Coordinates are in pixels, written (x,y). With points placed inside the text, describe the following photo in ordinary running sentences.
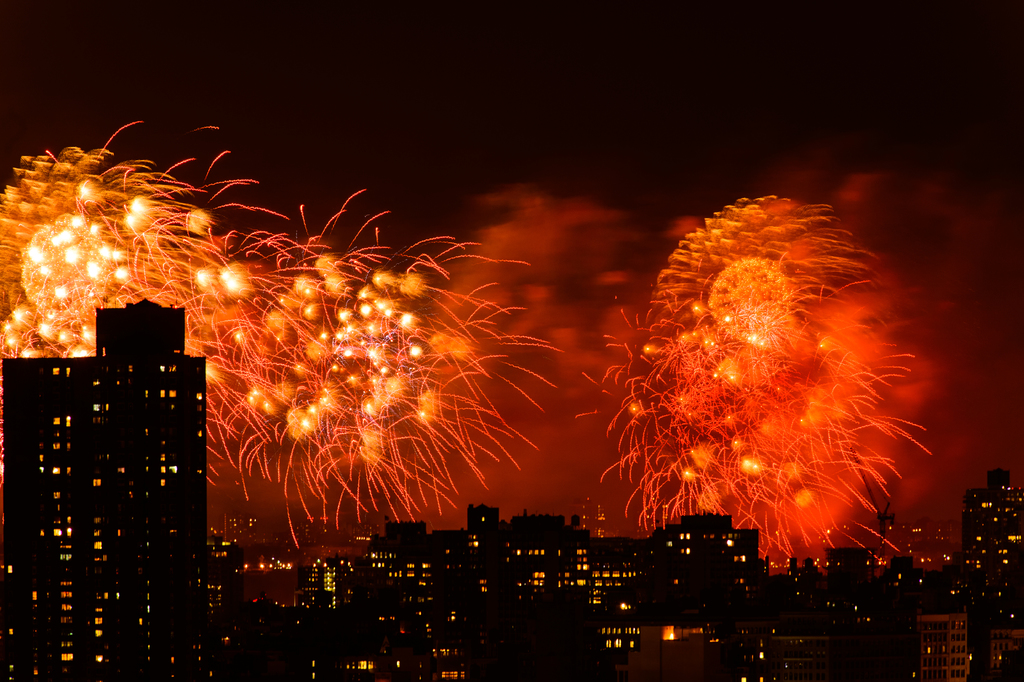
In this image, we can see some buildings (471,576). There are crackers (453,295) in the sky (483,283).
